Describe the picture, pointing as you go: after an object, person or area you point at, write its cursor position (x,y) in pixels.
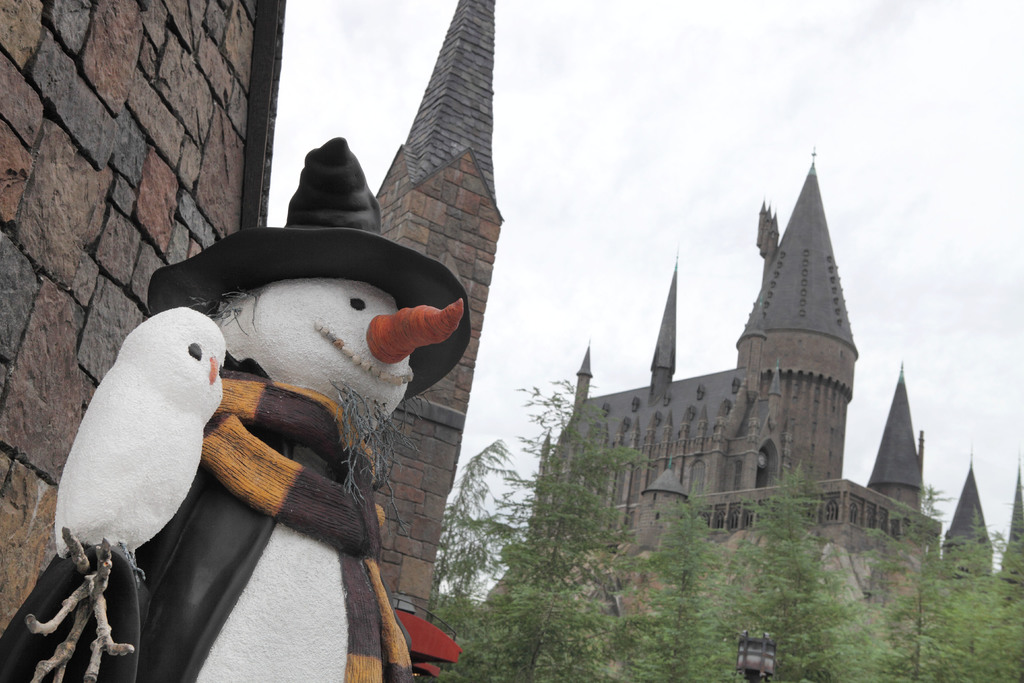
In the picture we can see a doll (124,596) in a hat (414,268) and behind it, we can see a part of the wall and beside it, we can see a construction (408,462) of the stone bricks (427,426) and near it we can see some trees (979,670) and behind it we can see the sky (715,319) with clouds (737,304).
